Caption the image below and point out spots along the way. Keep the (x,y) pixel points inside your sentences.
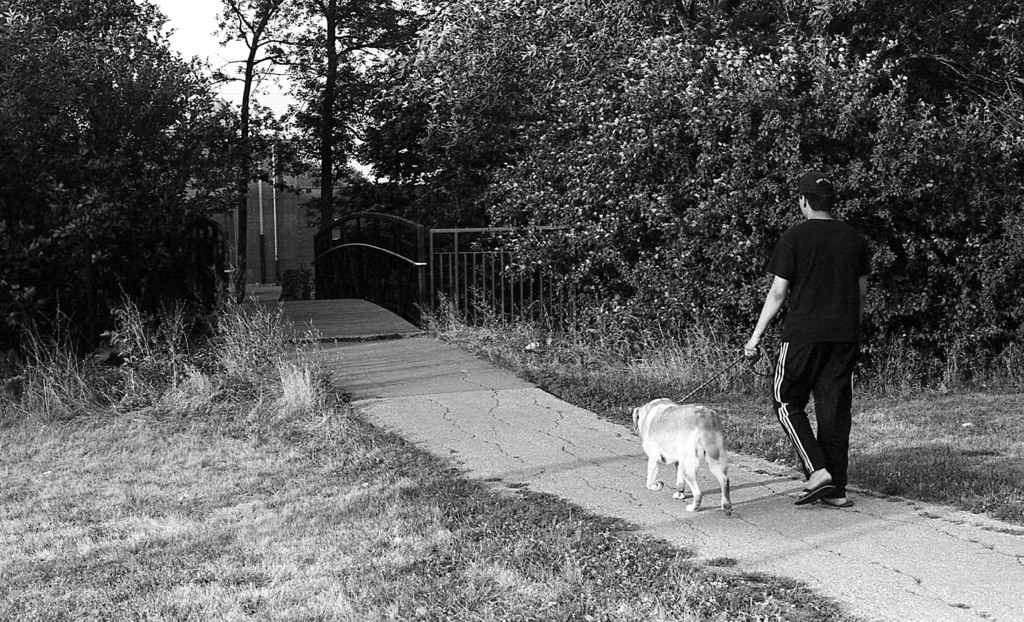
This picture shows a man (774,381) walking and holding a dog (694,434) with a string (698,391) and we see trees (509,183) around and a metal fence (483,302) he wore a cap (820,190) on his head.
